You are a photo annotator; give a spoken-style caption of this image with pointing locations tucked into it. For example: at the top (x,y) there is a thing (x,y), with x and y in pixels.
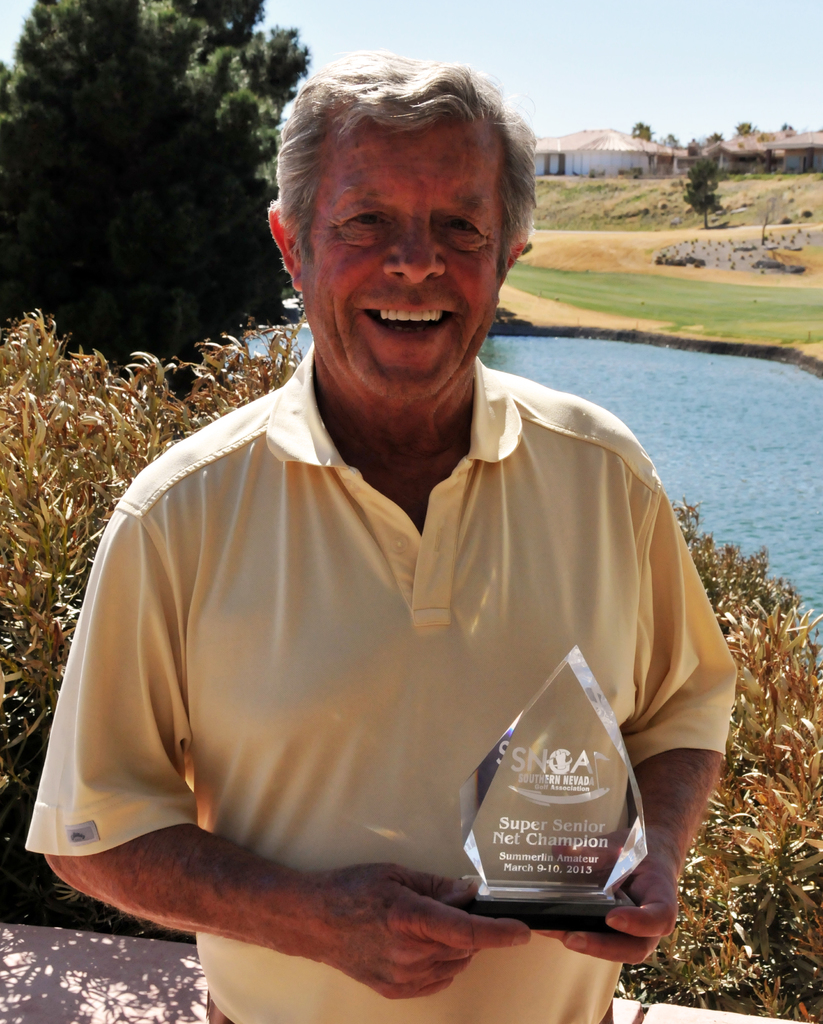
In this image there is a man (476,645) holding an award (531,823) and smiling. In the background (163,244) we can see trees (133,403), houses (698,155) and also lake (741,442). Sky (722,77) is also visible.
